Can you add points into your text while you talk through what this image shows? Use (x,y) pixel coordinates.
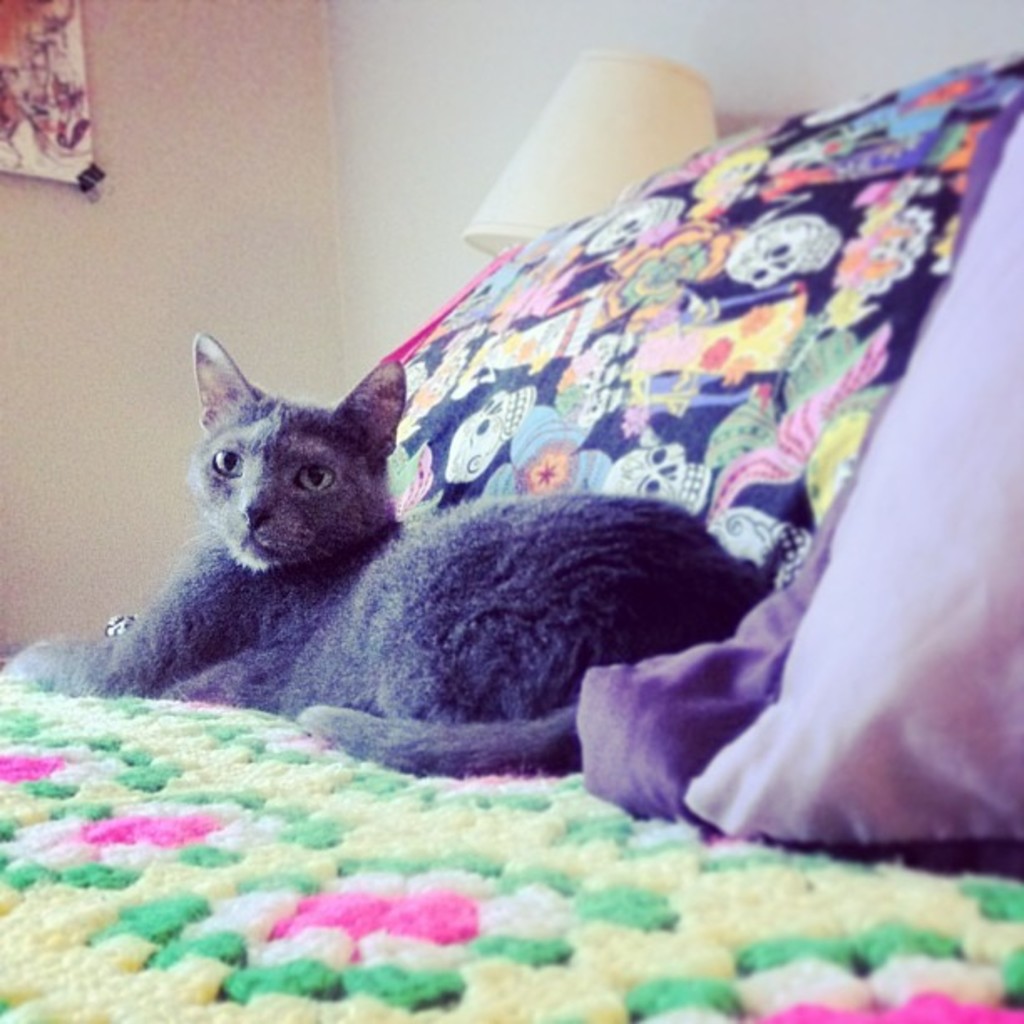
In this picture a cat (450,649) is lying on the bed (602,787) and we can find a light (619,168) and wall painting (43,76).
